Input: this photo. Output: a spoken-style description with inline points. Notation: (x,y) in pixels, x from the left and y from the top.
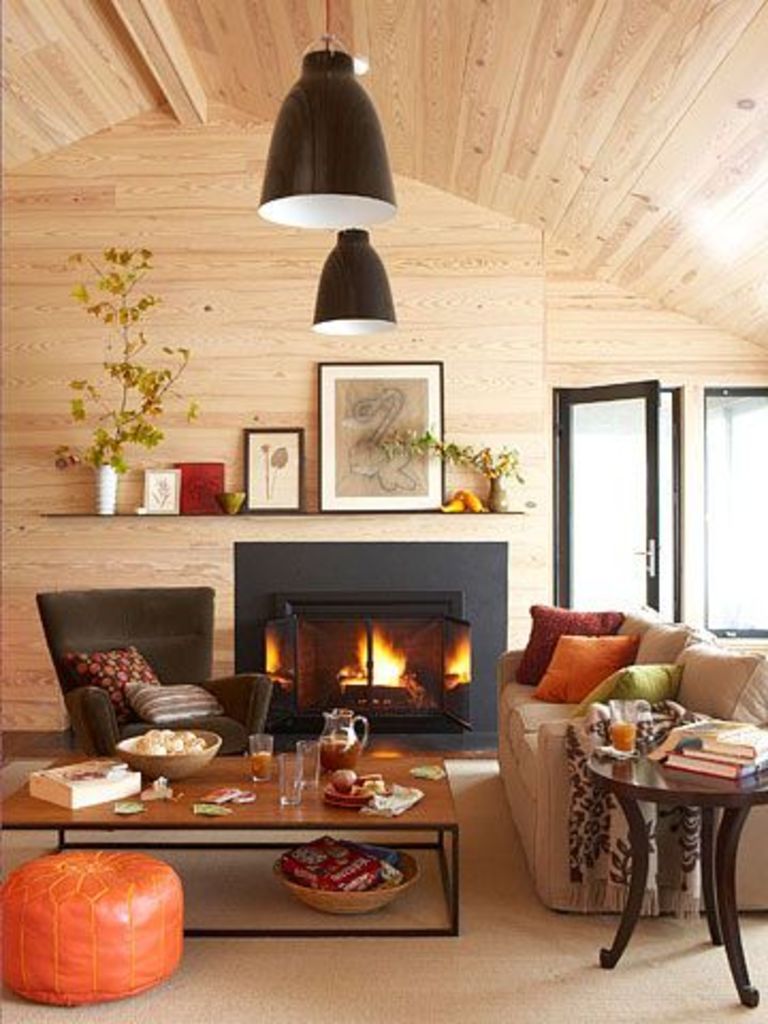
In this image I see few plants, photo frames (395,502), sofa set (561,762), 2 tables (727,846) and few things (336,793) on it, a window (765,396) and pillows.
